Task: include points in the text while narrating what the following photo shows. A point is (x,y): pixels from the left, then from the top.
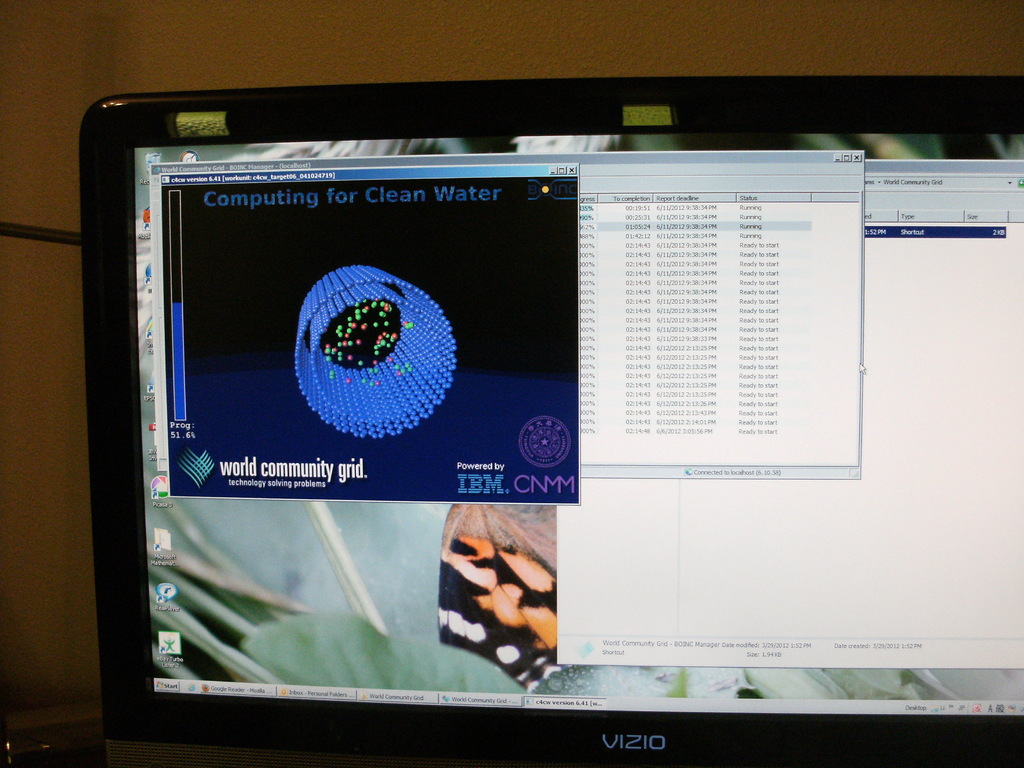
In this image we can see a monitor screen (197,425). In the background (43,303) there is a cable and wall (273,53).
